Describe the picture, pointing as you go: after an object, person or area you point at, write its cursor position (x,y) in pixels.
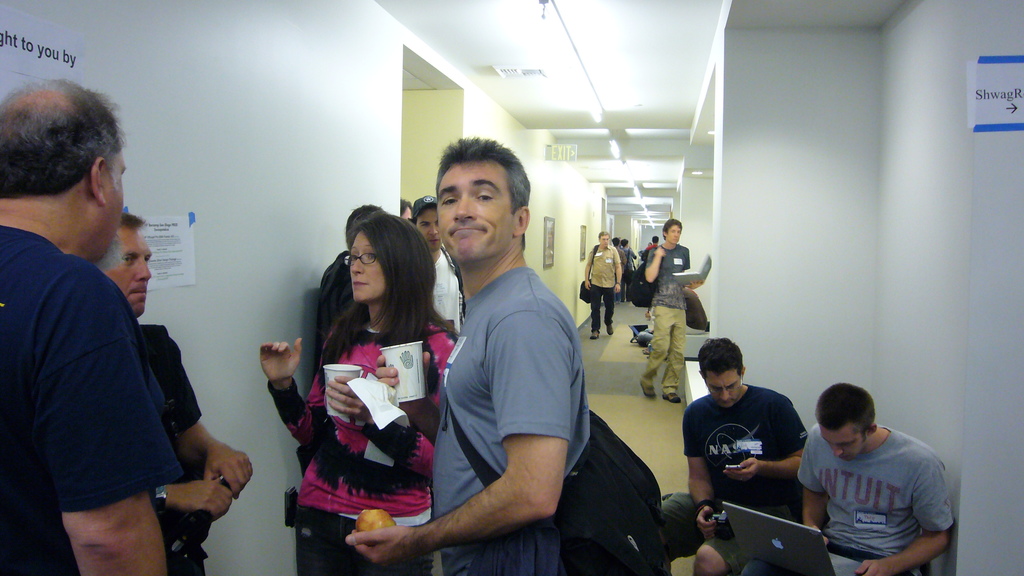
At the top (510,50) we can see ceiling (606,71), lights (643,202) and an exit board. Here we can see paper notes (19,35) and frames (583,237) on the walls (572,249). We can see people (603,234) standing, walking and sitting. This man (487,396) is holding a muffin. He is smiling.
